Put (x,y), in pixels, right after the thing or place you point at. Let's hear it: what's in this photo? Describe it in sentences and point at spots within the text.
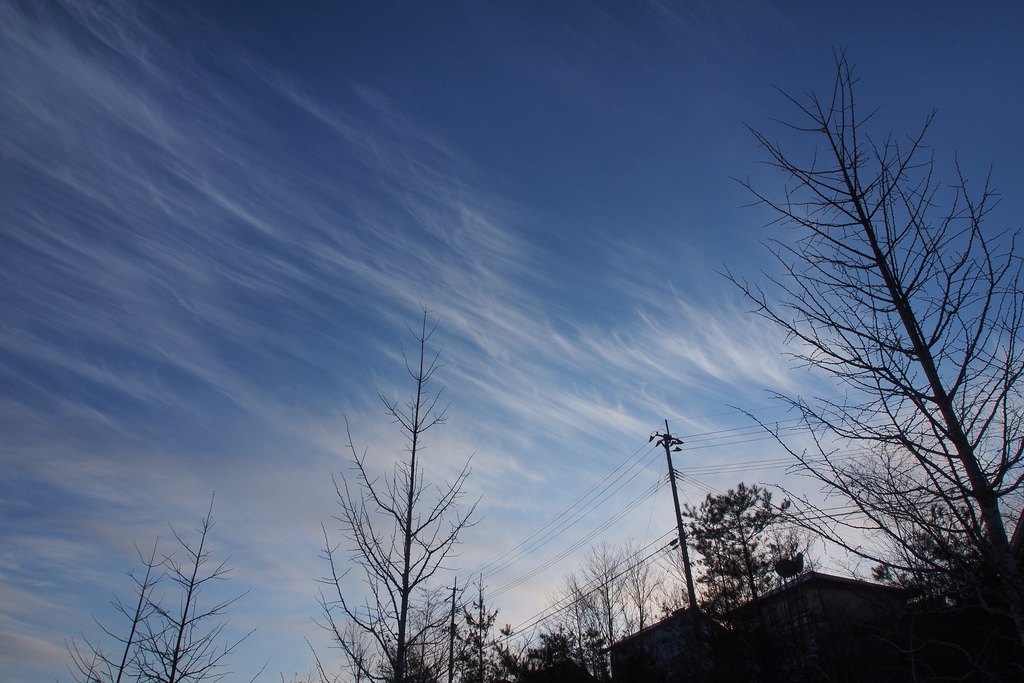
At the bottom of the image (339,577) there are trees (982,558) and we can see a pole (666,438). There are wires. In the background (616,397) there is sky (604,220).
